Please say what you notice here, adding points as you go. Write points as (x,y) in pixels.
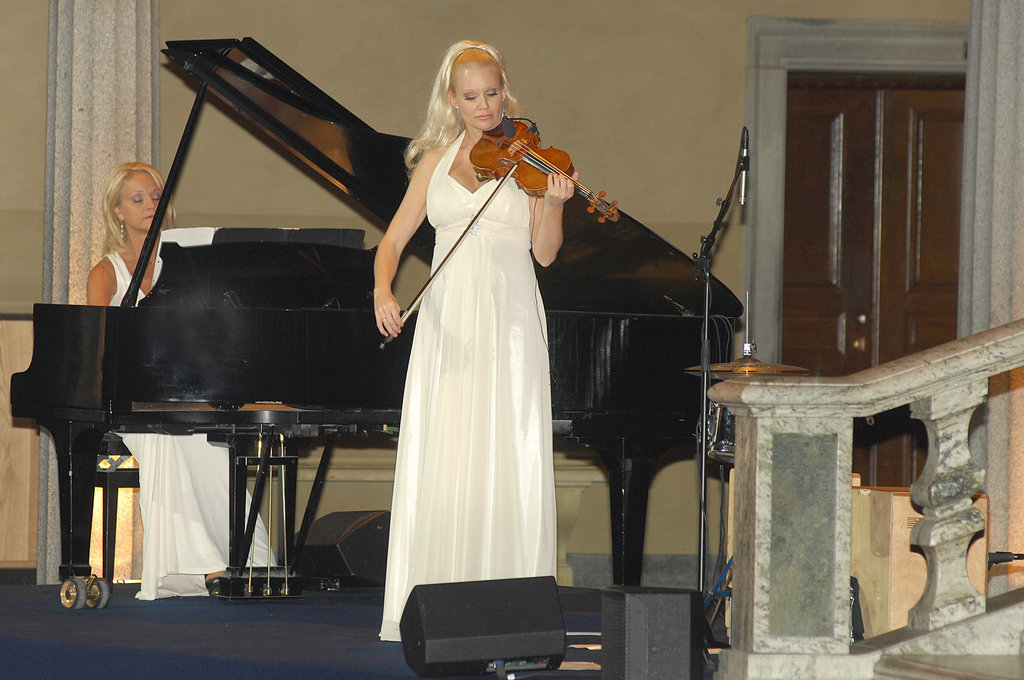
There are two women (458,258) in this picture. One woman (487,311) is playing a violin (525,159) and the other woman (122,216) is playing a piano (222,318), sitting in front of it on the stage (216,606). In the background (138,141), there is a pillar (110,120), wall (634,46) and a door (856,208) here.
